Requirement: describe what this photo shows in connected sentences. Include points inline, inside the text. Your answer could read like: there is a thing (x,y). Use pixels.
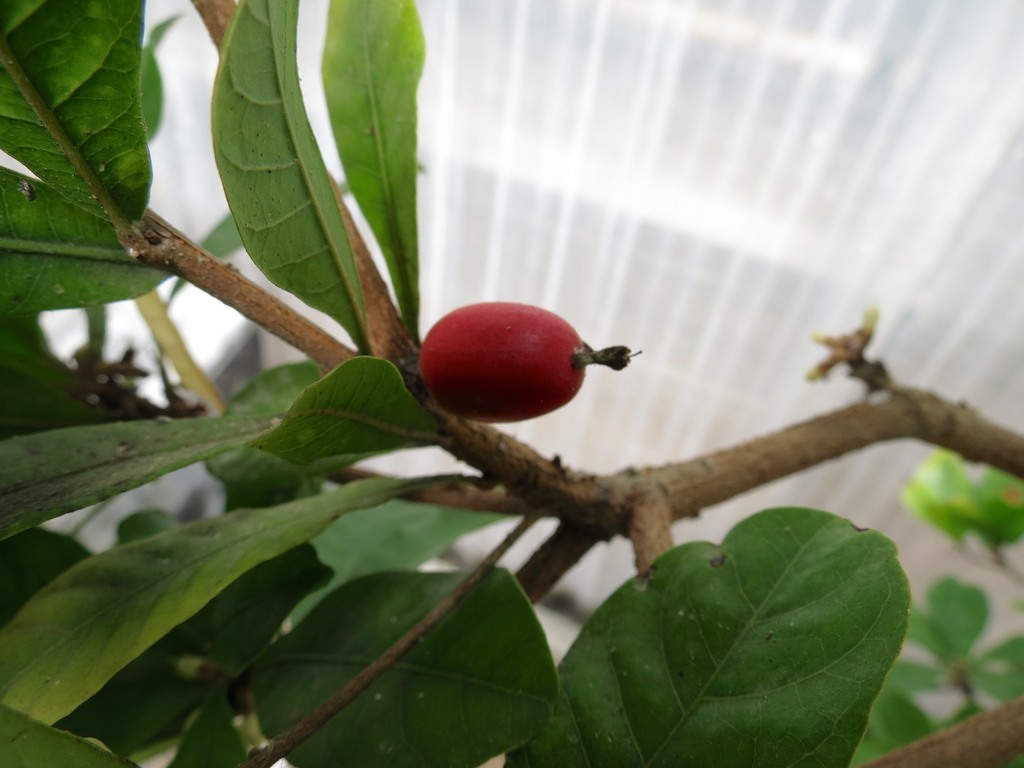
In the image we can see there is a fruit (518,329) on the tree (524,522) and on the top (696,174) there is a roof (696,174).
